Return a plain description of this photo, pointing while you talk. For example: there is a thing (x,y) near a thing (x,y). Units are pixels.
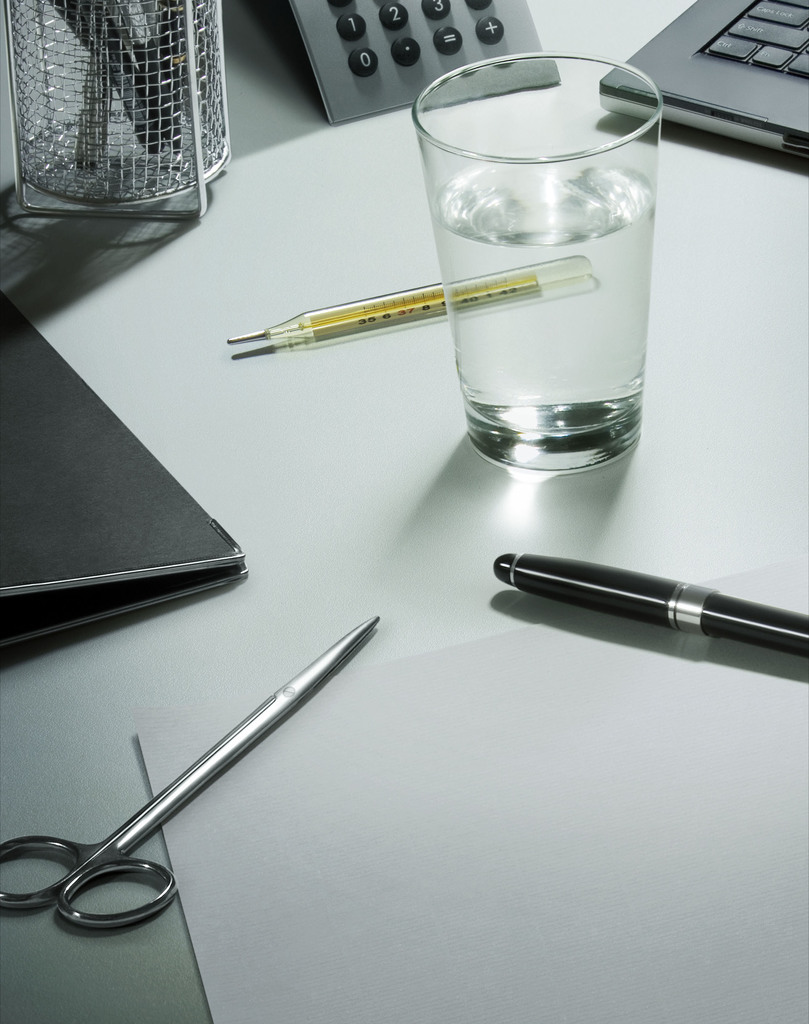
In this image, I can see scissors (126,863), mercury thermometer (321,321), pen stand (145,163) with pens (135,121), a calculator (374,72), pen (710,618), paper (683,686), a glass (555,467) with water (617,383) and few other objects (131,499) on a white platform (392,515).
